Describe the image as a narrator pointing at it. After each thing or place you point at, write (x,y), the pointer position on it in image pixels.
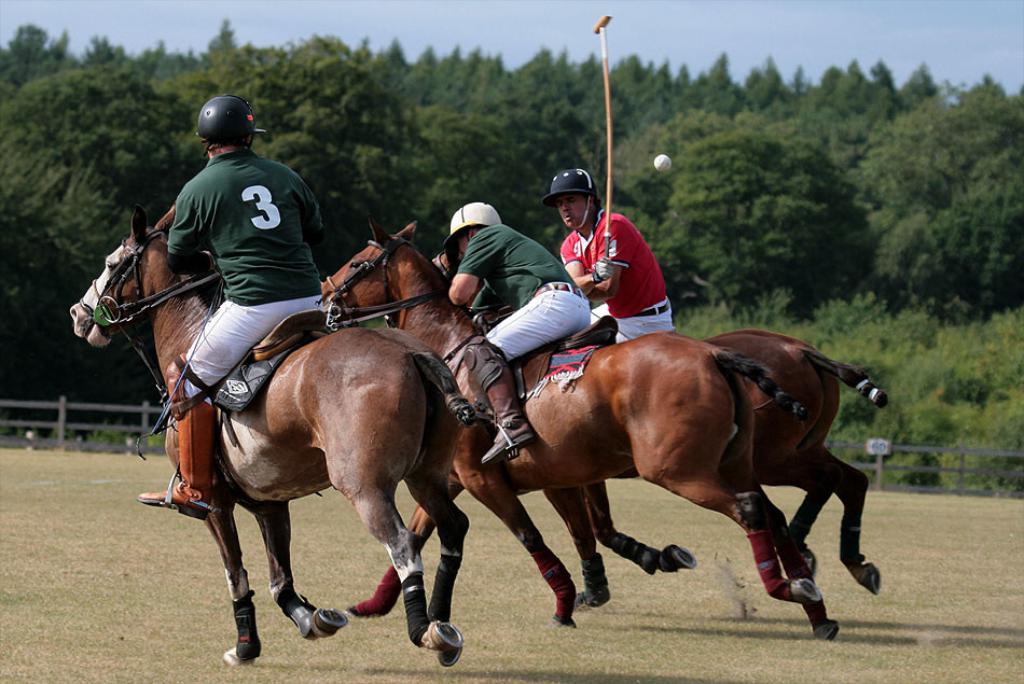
In the middle (384,400) 2 men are riding the horses (555,482), they wore green color t-shirts (539,283) and white color pants (512,333). There is another man (596,292) who is riding the horse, he wore red color t-shirt (620,277), black color cap (584,189) and playing the polo. At the back side (998,140) there are green trees (694,244) in this image.
